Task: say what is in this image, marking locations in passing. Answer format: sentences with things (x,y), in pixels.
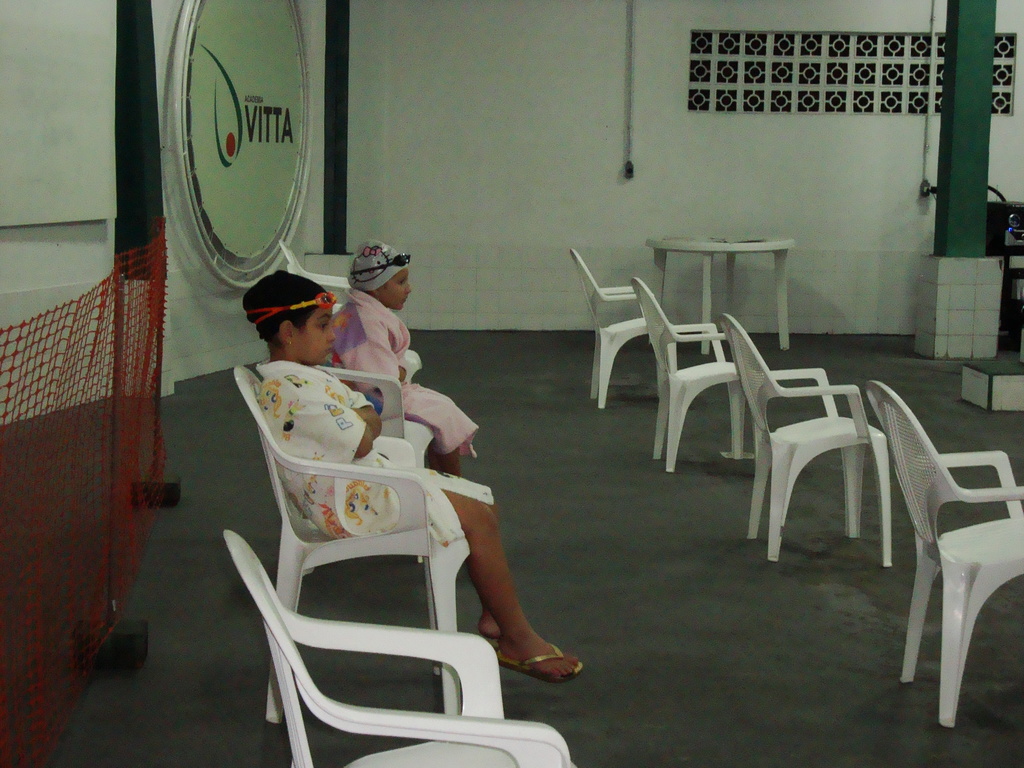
On the background of the picture (599,145) we can see a wall (517,160) with a board (217,135) "vitta". Here we can see chairs (380,381). On the chairs (408,480) we can see two girls (359,416) sitting, they wore swimming caps (350,276) and goggles (396,265). This is mesh net (88,525). This is a table (779,260) in white colour. This is a pillar (970,124) in green colour. this is a floor (716,625).
